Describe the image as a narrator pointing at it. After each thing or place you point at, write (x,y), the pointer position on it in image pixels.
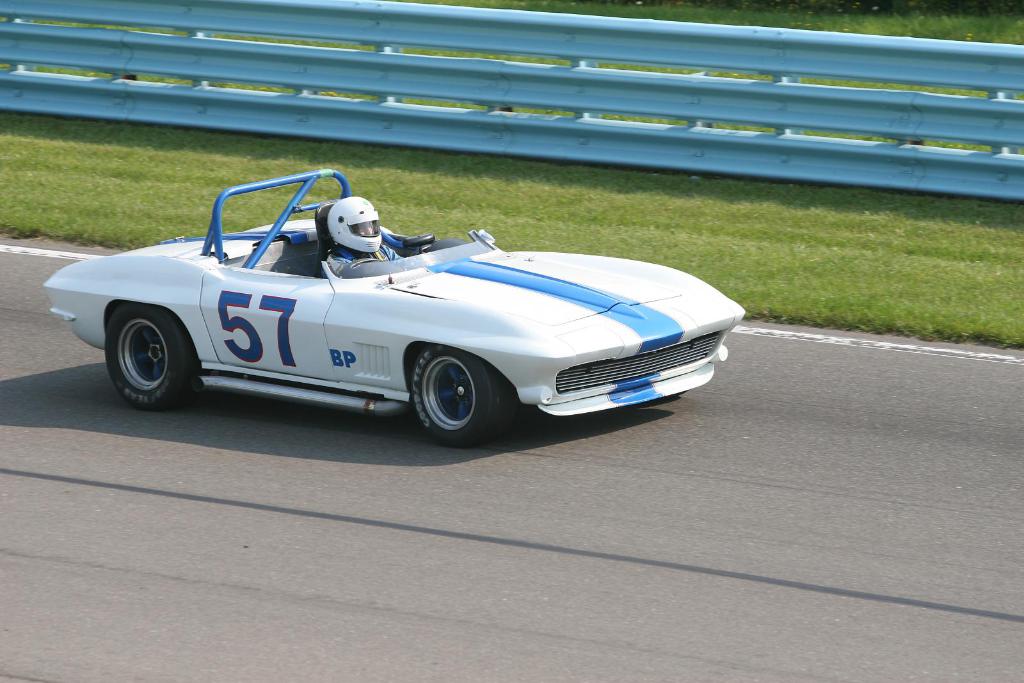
In this picture we can observe a white color car (264,356) moving on the road (403,483). There is a person (375,233) sitting in the car (328,241) and wearing helmet (347,213). There is some grass (102,158) on the side of the road (492,191). We can observe a railing (389,51) here.
